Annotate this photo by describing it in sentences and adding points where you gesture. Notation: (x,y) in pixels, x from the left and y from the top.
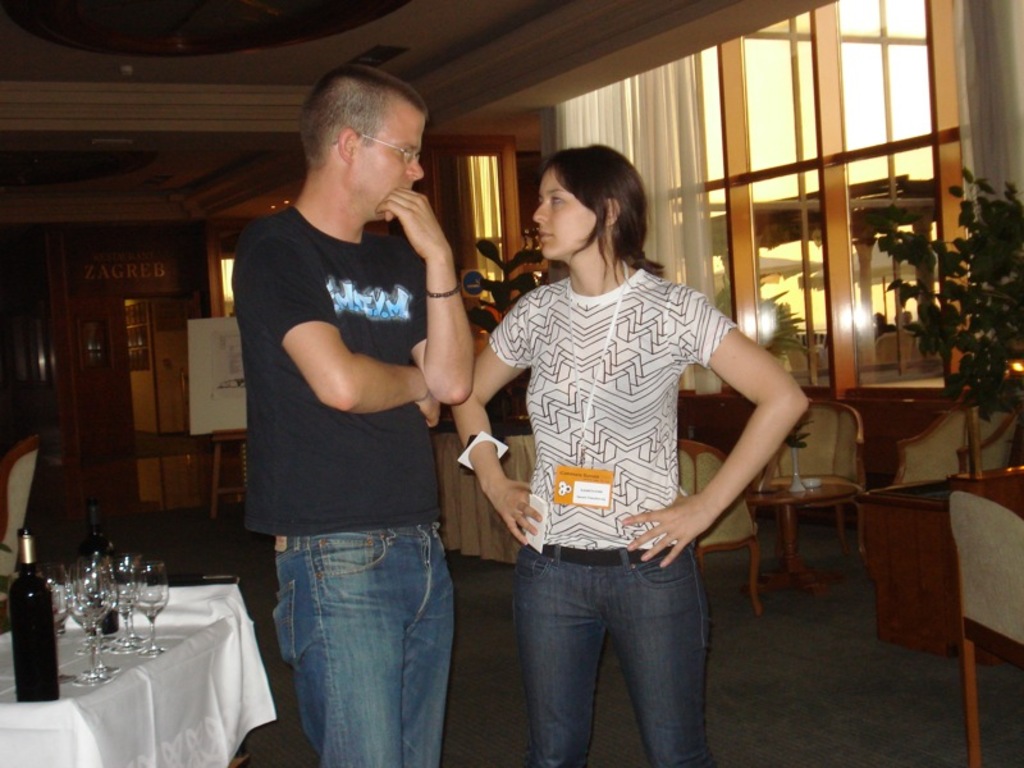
In this picture I can see two persons (668,369) standing, there are wine glasses (149,635) and wine bottles (31,681) on the table (147,670), there are chairs (984,555), there is a flower vase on another table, there are plants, there is a board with a stand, there are windows (788,58), curtains (984,11), and there are some other items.
